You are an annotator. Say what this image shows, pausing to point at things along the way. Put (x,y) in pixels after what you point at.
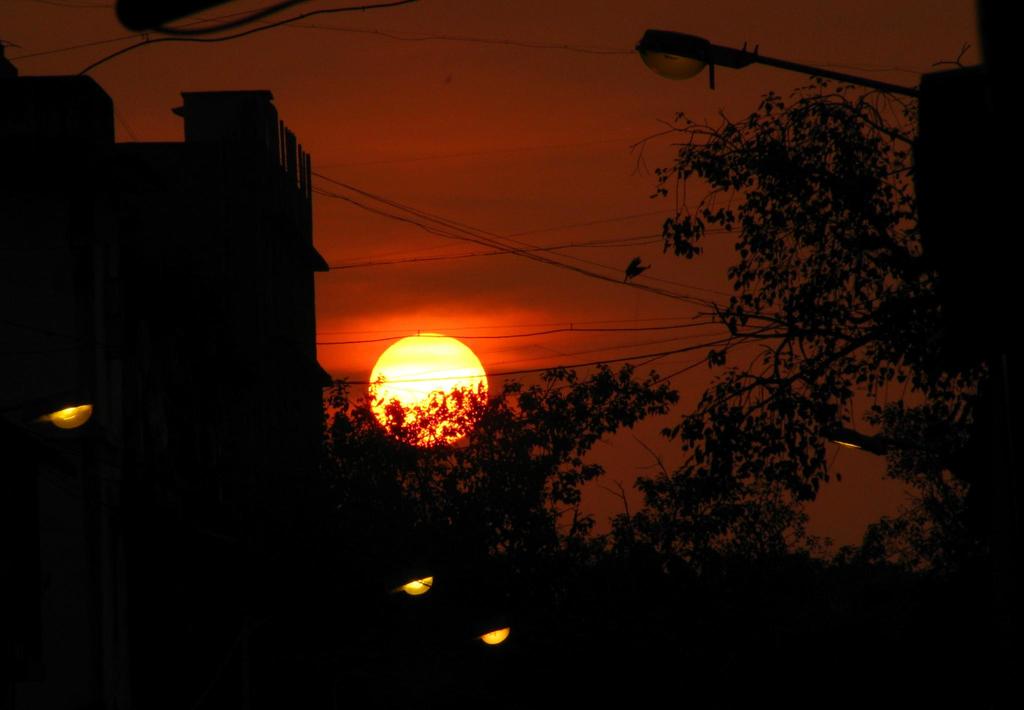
In this image I can see trees (877,537). There is a light pole (702,54) on the right (686,54). There is a building (122,381) on the left (62,507). There are wires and there is sun (407,362) in the sky (637,210).
